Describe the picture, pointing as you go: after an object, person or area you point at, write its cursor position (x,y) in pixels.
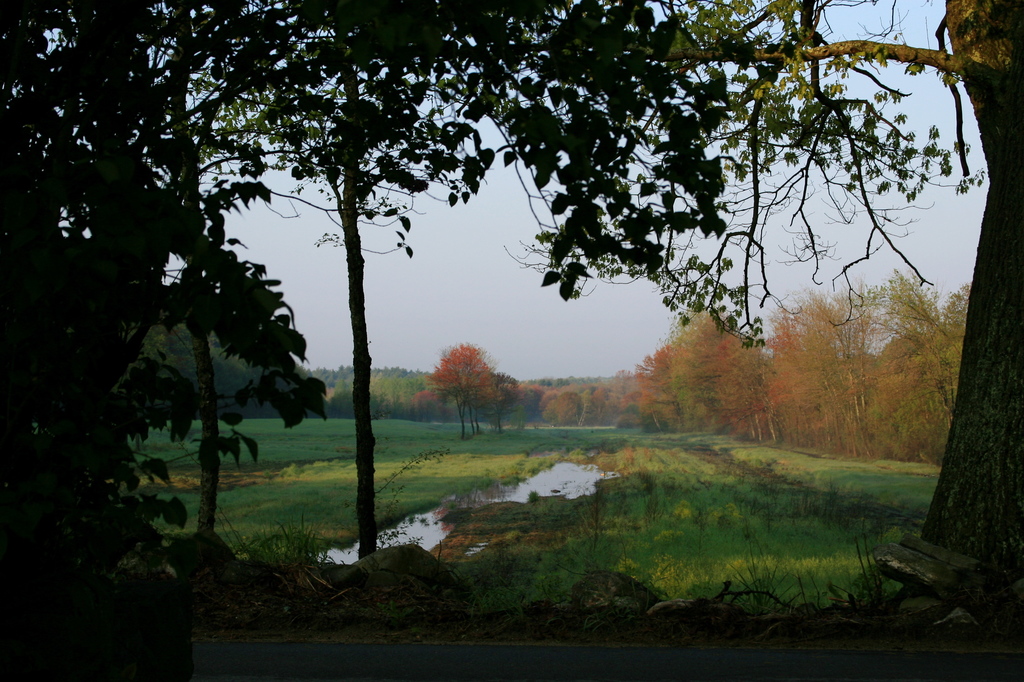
In the picture we can see some trees (127,501) and from it we can see a crop (672,595) and some water (423,530) and behind it, we can see some maple trees (453,402) and in the background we can see a sky (655,341).
